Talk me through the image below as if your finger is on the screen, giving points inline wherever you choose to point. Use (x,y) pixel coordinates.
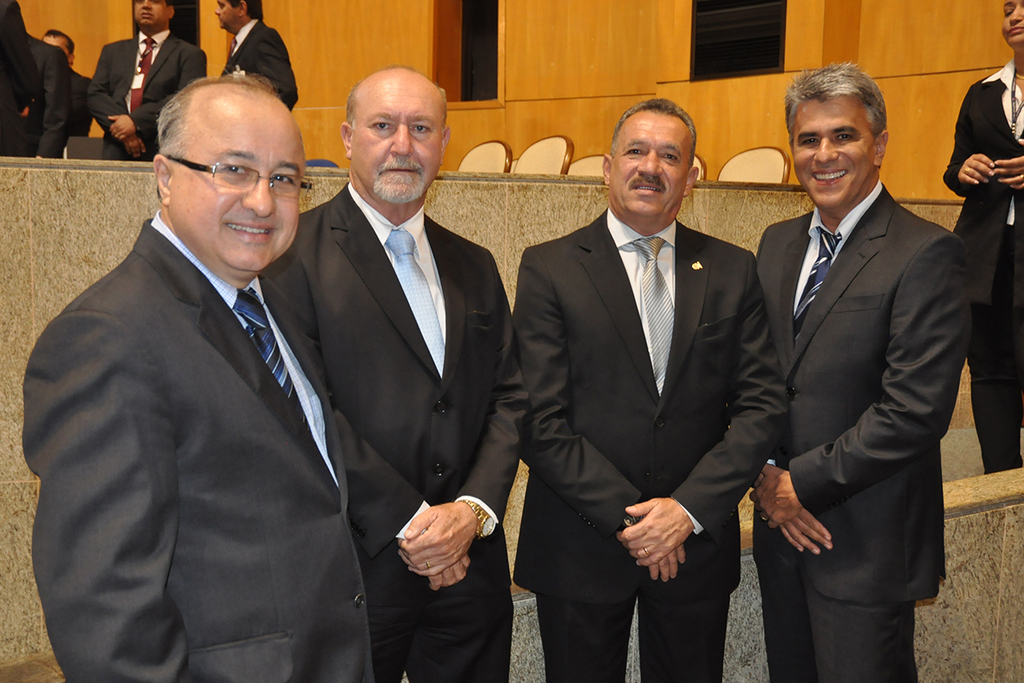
In this picture I can see a group of people (426,283) are standing among them these men (552,345) are wearing color suits (306,441). In the background (555,148) I can see chairs (567,149) and wall (556,110).
